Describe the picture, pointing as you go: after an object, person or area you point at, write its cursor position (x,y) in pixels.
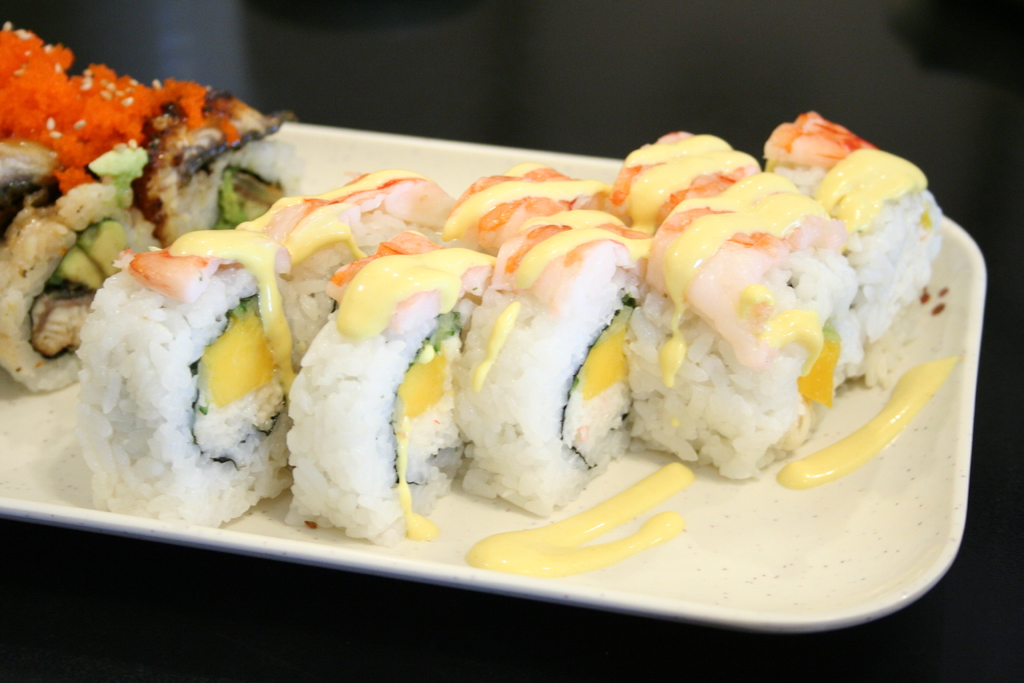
In this image there is a food item (487,330) placed on a plate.
